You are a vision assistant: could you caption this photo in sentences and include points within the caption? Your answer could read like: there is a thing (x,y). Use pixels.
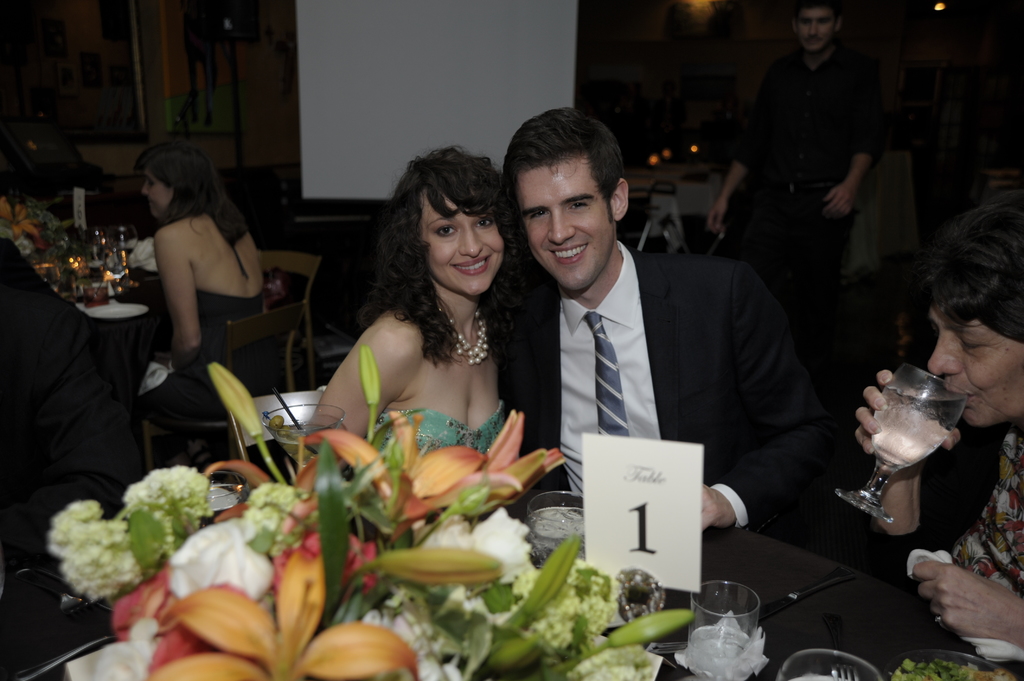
In this image we can see the people (373,277) sitting on the chairs (281,338) in front of the dining tables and on the dining tables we can see the flower vase (448,507), glasses (693,654), tissues (729,642), food items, number boards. We can also see the wall (858,25), lights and there is a man (810,139) standing in the background (832,108).
